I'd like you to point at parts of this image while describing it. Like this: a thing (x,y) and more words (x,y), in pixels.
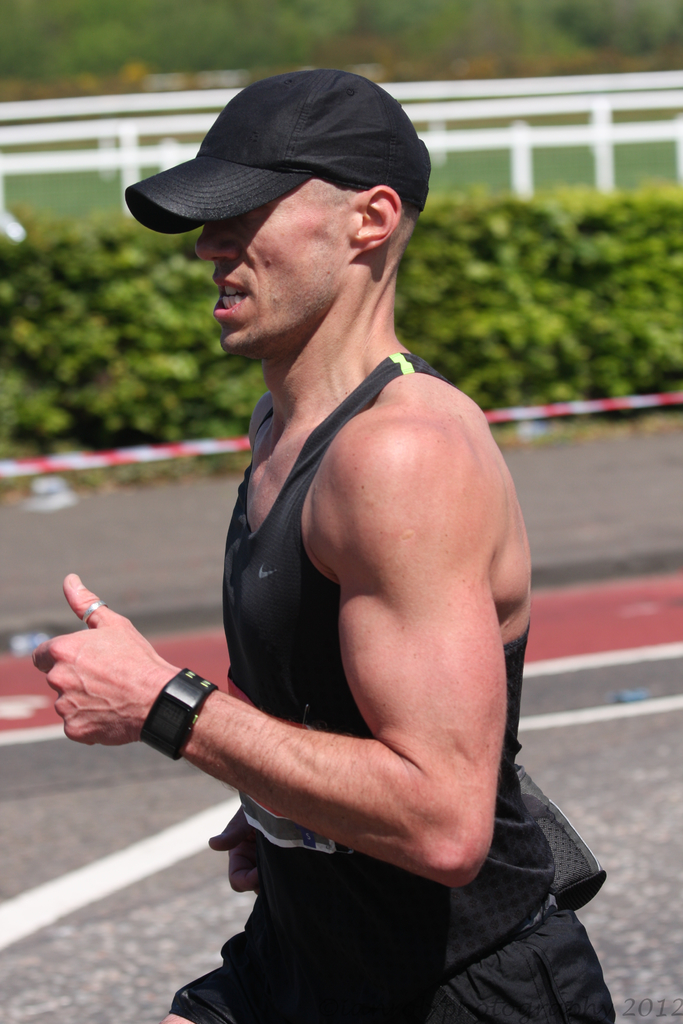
In this picture I can see a person (423,585) wearing cap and running, side there are some plants (100,347).
